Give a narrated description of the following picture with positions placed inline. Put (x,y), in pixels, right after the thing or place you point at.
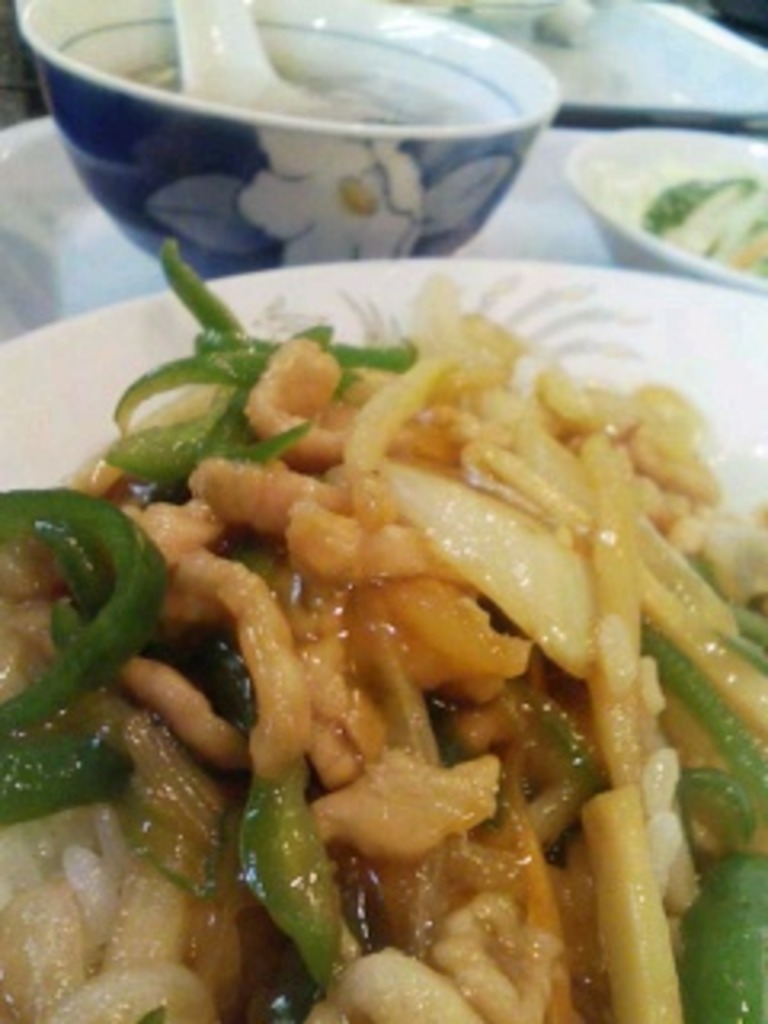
In this picture I can observe some food (265,477) placed in the plate (37,422). The food (459,612) is in yellow and green color. On the table (45,281) I can observe a bowl (271,190) which is in blue color.
